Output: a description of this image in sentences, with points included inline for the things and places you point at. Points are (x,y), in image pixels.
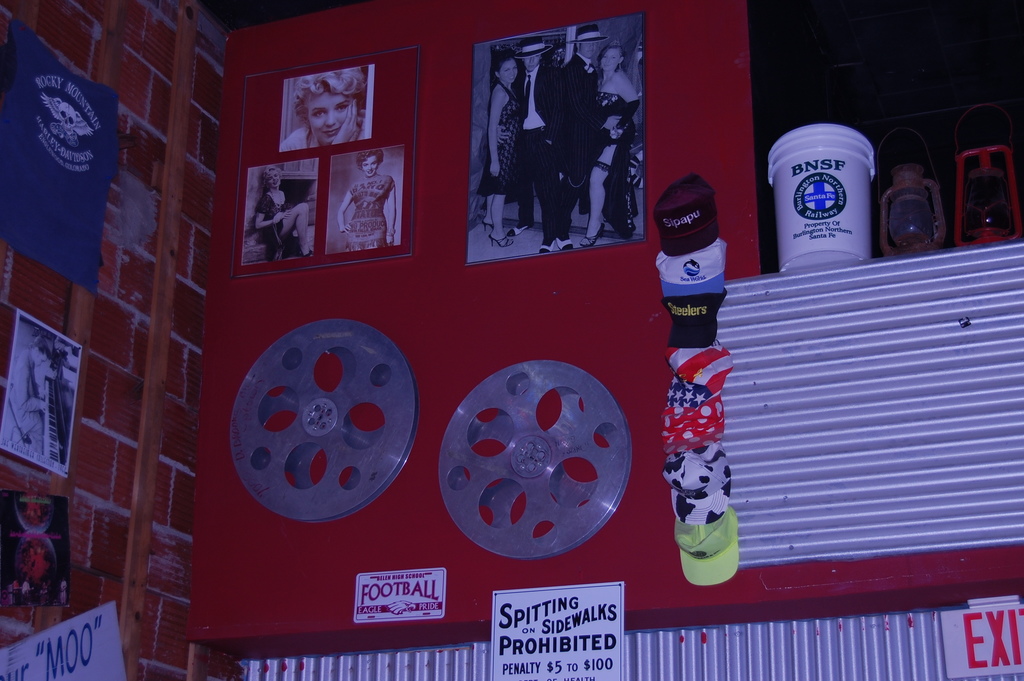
In picture I can see some photos (637,134) of the men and women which are placed on the wall (613,293). At the bottom (609,488) I can see the disks (487,407). On that I can see many caps (701,330) which are placed on the wall (745,320), beside that there is a bucket (848,252). On the left (22,516) I can see some posters (40,515) which are placed on the brick wall (86,424).
